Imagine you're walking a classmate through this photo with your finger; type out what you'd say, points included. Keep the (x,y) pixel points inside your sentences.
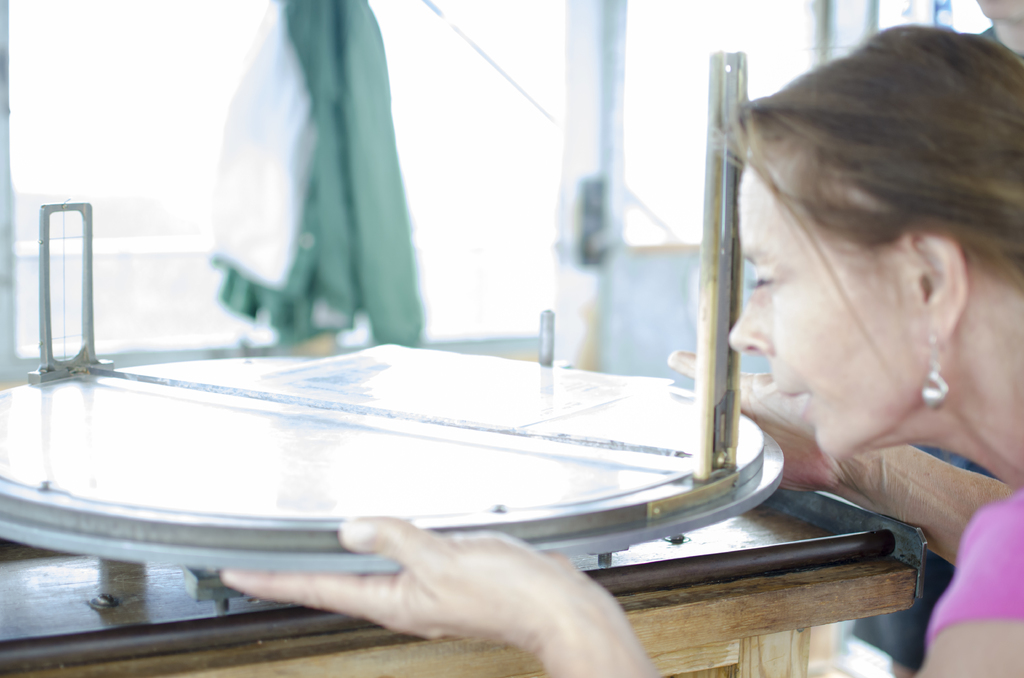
On the right side of the image (895,449) we can see one person (902,482) holding some object (452,432). In front of her, we can see one table (162,606). On the table (124,601), we can see a few other objects (84,327). In the background (466,310) there is a wall (627,307), cloth (375,114), glass (518,152) and a few other objects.
